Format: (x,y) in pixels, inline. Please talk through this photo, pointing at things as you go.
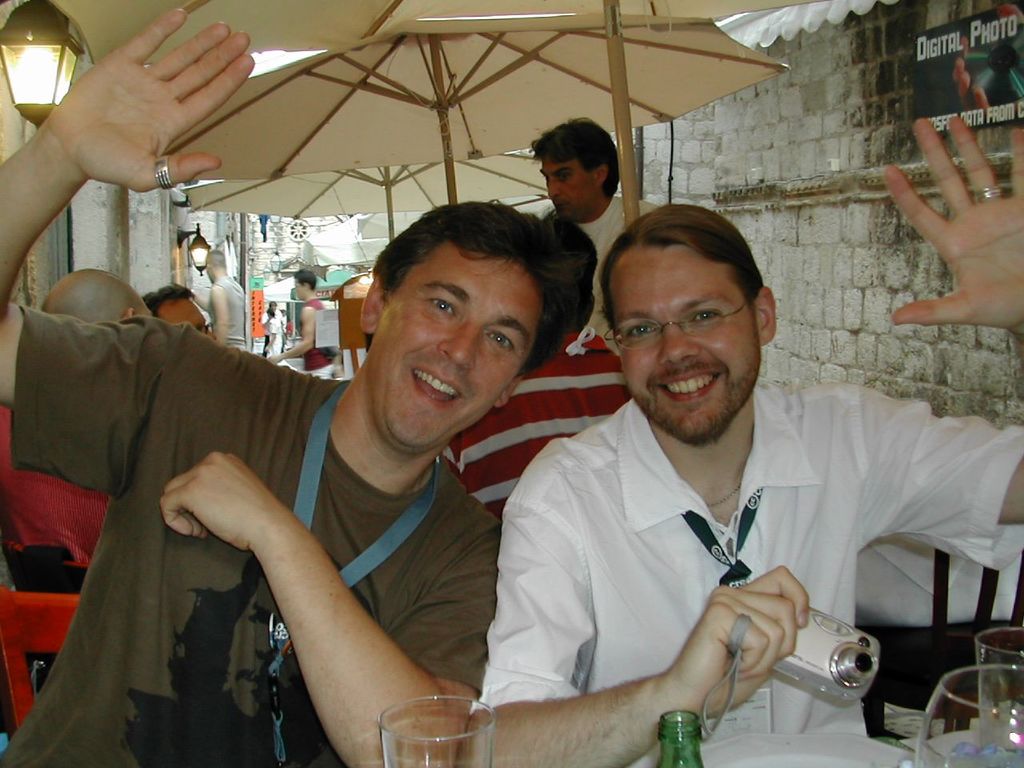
On the left side (264,420), there is a person (270,438) sitting, smiling and showing a hand (179,113). On the right side (691,419), there is a person (696,456) in a white color shirt (597,507), holding a camera (828,629) with a hand (773,624), smiling and showing other hand (1023,328). In the background (221,316), there are umbrellas (529,192) arranged, there is a poster (952,42) attached to the wall (804,83) of a building (828,121), there are lights (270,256), other persons (229,306) and other buildings (270,232).
